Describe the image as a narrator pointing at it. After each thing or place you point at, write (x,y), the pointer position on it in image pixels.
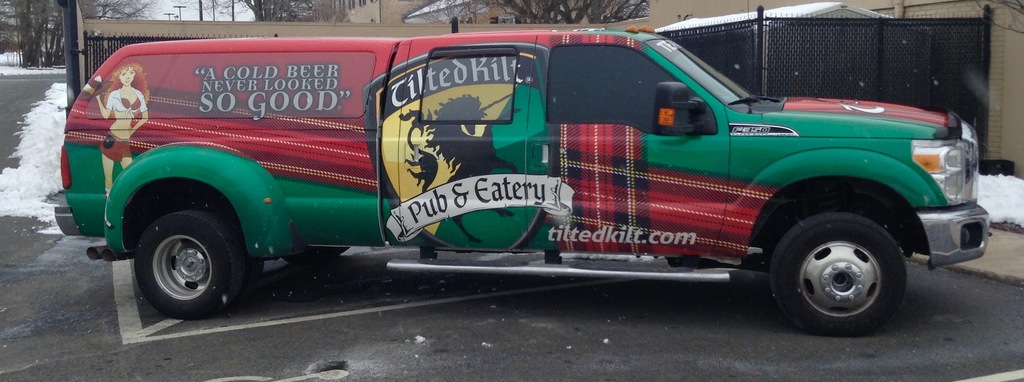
In the foreground (469,100) I can see the vehicle (442,131) on the road (8,110). There is a snow (57,98) on the road (23,102) on the left side (28,192). In the background (165,35), I can see the building (429,35), metal fence (831,33) and trees (597,4).
